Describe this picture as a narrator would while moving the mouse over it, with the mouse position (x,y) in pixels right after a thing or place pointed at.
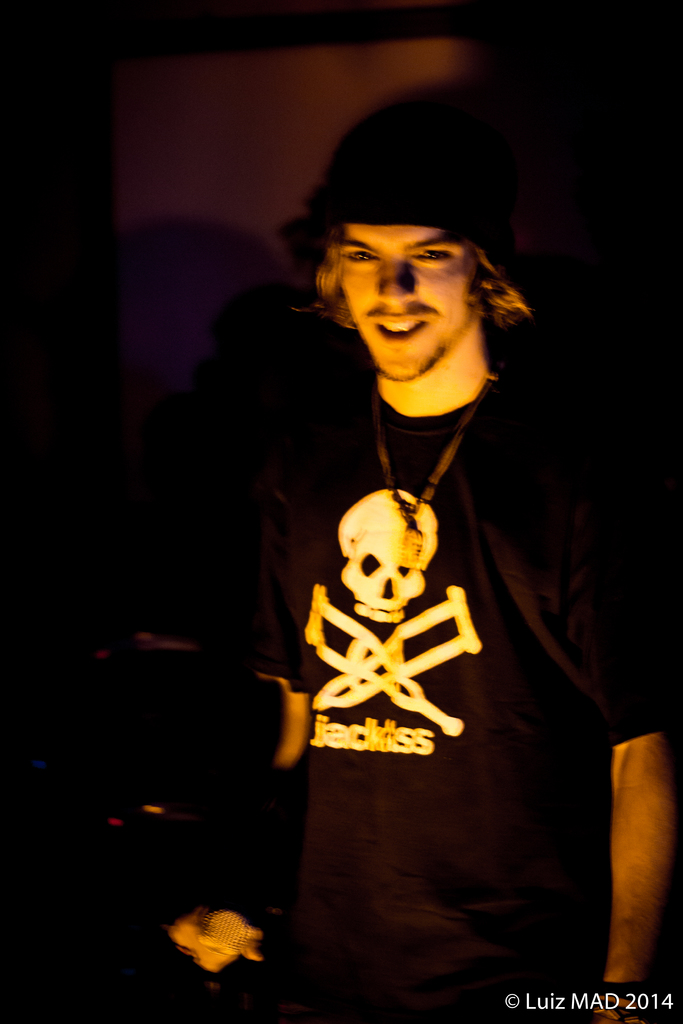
In the image there is a man (391,499) in black t-shirt (441,426) and cap (436,136) smiling and the background (119,515) is blurry.
